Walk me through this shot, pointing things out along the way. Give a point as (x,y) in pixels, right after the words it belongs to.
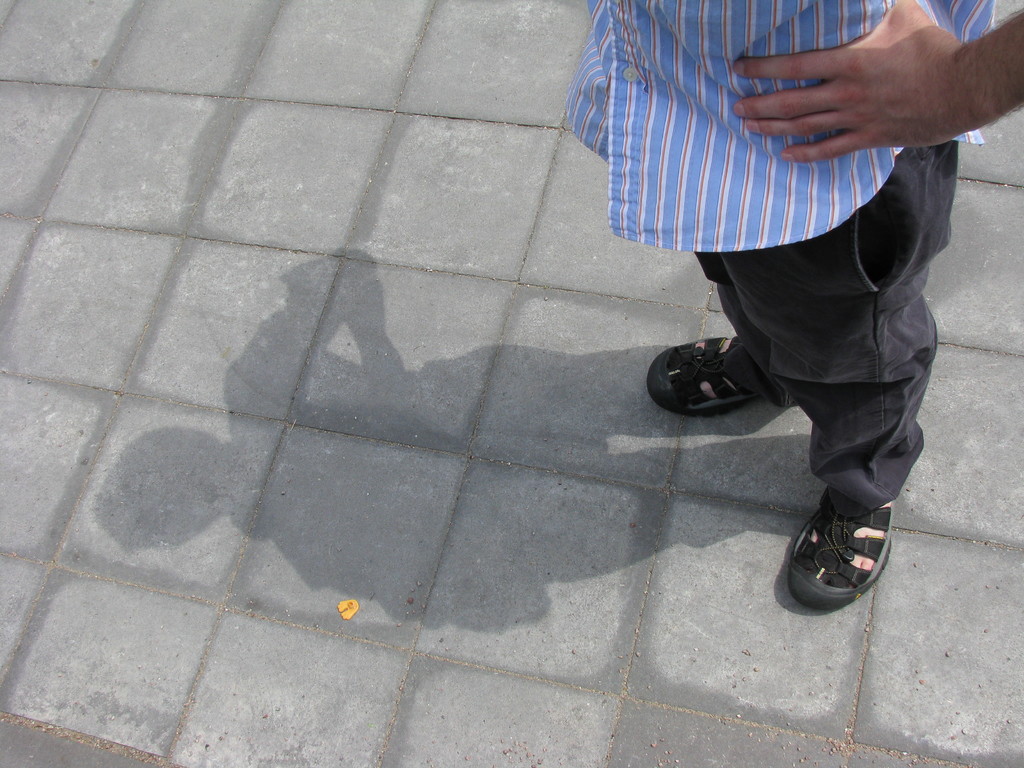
In this image I can see one person (659,174) is standing and I can also see a shadow (328,270) on the ground (582,631). I can see this person (608,49) is wearing a blue shirt (701,183), and black pant (877,410) and the black footwear (863,579). I can also see a yellow color thing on the ground (803,490).
